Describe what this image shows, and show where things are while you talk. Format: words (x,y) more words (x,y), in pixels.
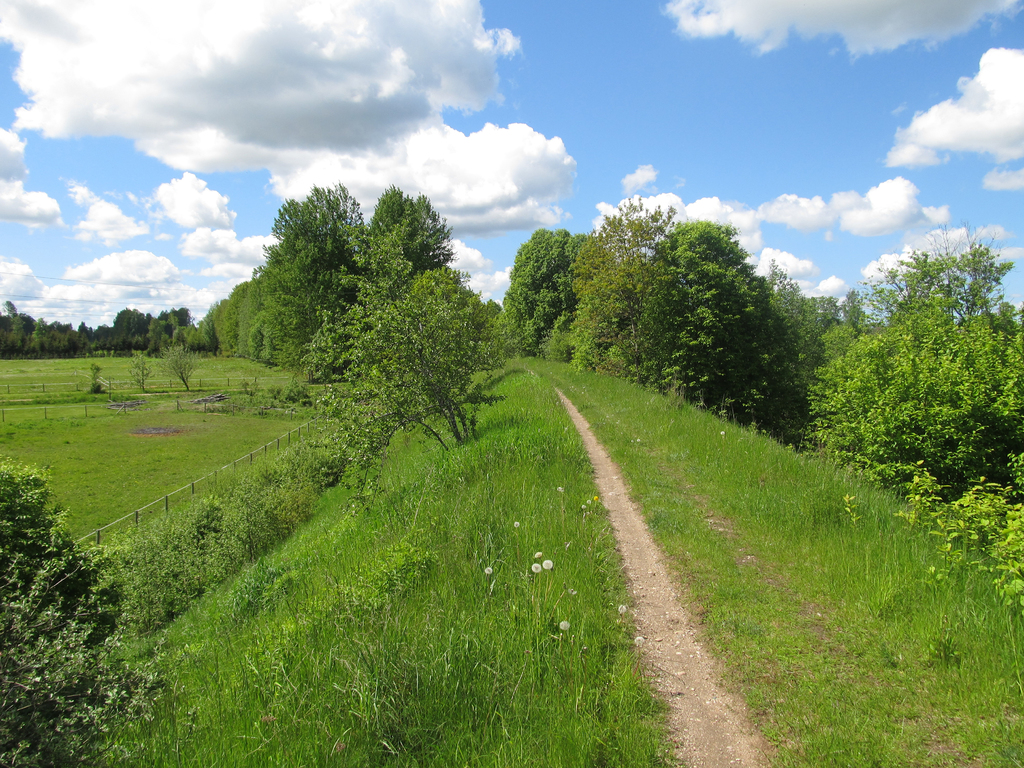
In this image we can see few trees (482,356), grass (499,481), fence (163,498) and the sky (442,116) with clouds (339,94) on the top (835,120).
